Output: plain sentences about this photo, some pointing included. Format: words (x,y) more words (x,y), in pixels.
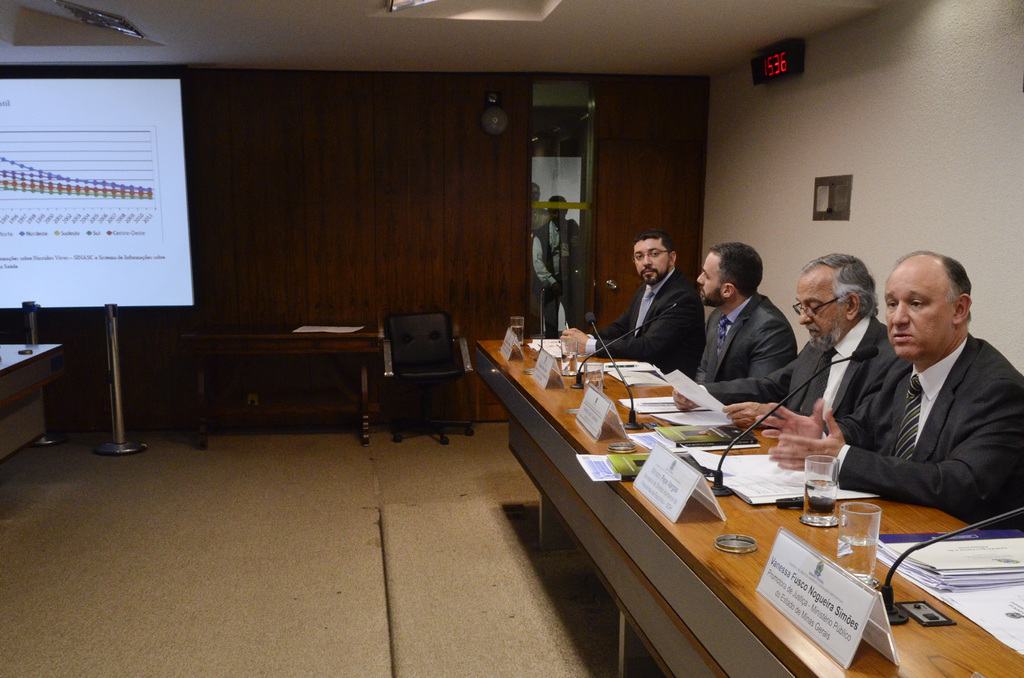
Here we can see some persons (829,372) are sitting on the chairs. This is table (746,646). On the table (746,646) there are glasses (857,525) and papers (1014,612). This is floor (353,572) and there is a chair (453,352). Here we can see a screen (63,87) and this is wall (365,192). And there is a door (640,138).
